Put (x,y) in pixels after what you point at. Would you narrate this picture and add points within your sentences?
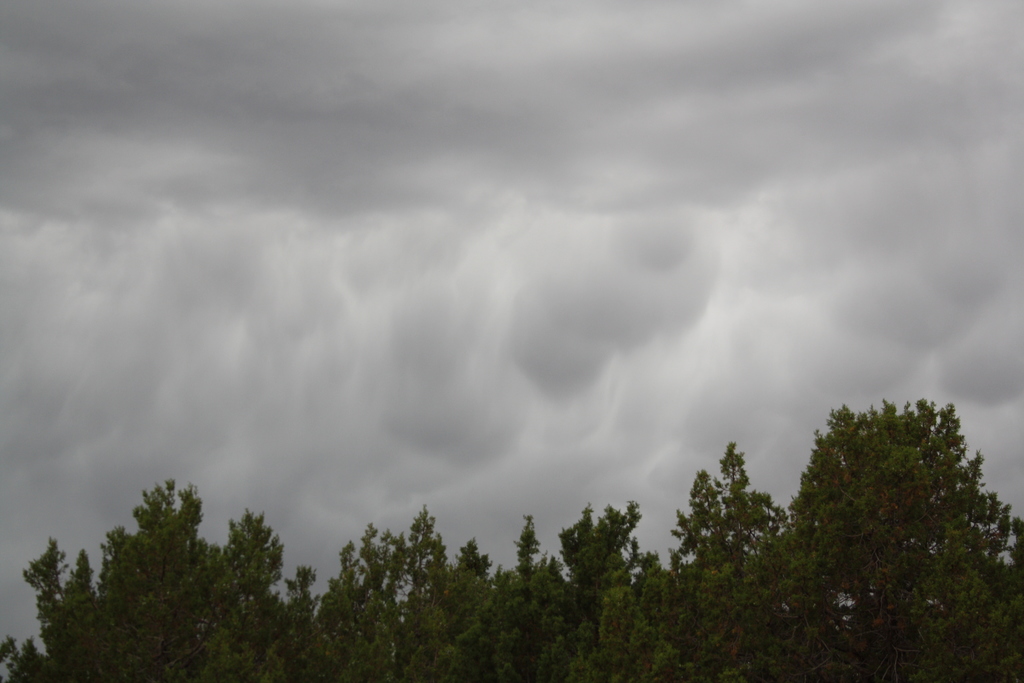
At the bottom of the picture (535,538), there are trees (753,569). At the top of the picture (306,177), we see the sky (458,288).
